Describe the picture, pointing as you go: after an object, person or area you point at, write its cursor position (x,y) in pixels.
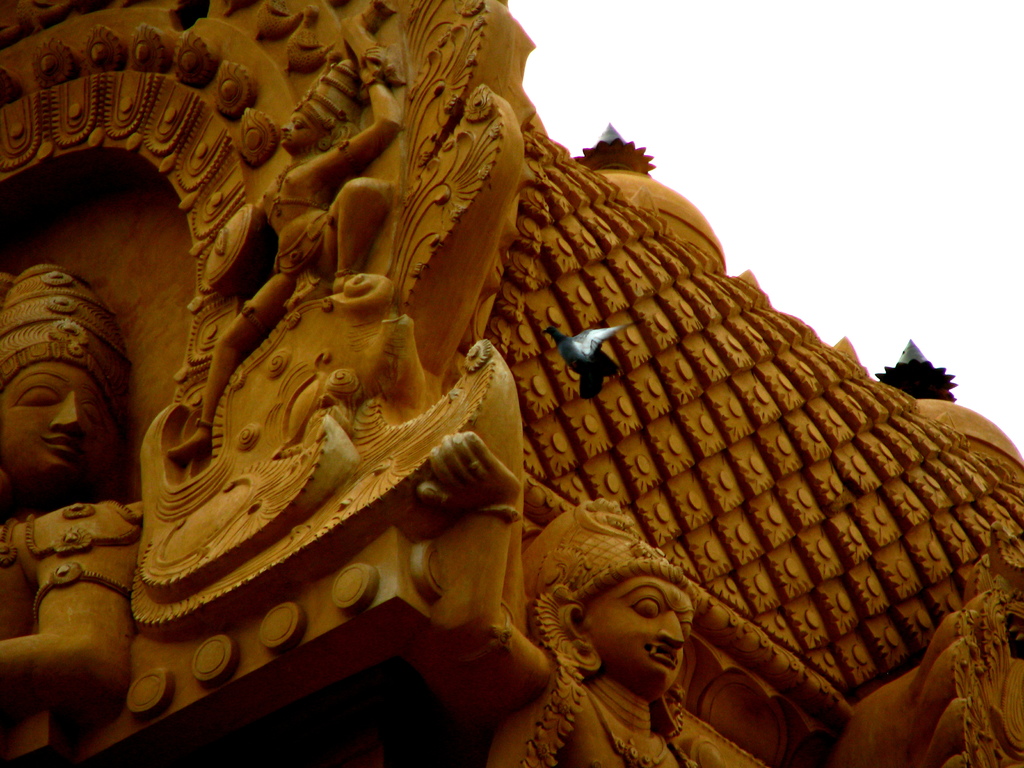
In this image there is a bird (585,351) flying, there is a building (497,402), there are sculptures (476,598) on the building (281,288), there is the sky (784,151) towards the top of the image (824,158).
